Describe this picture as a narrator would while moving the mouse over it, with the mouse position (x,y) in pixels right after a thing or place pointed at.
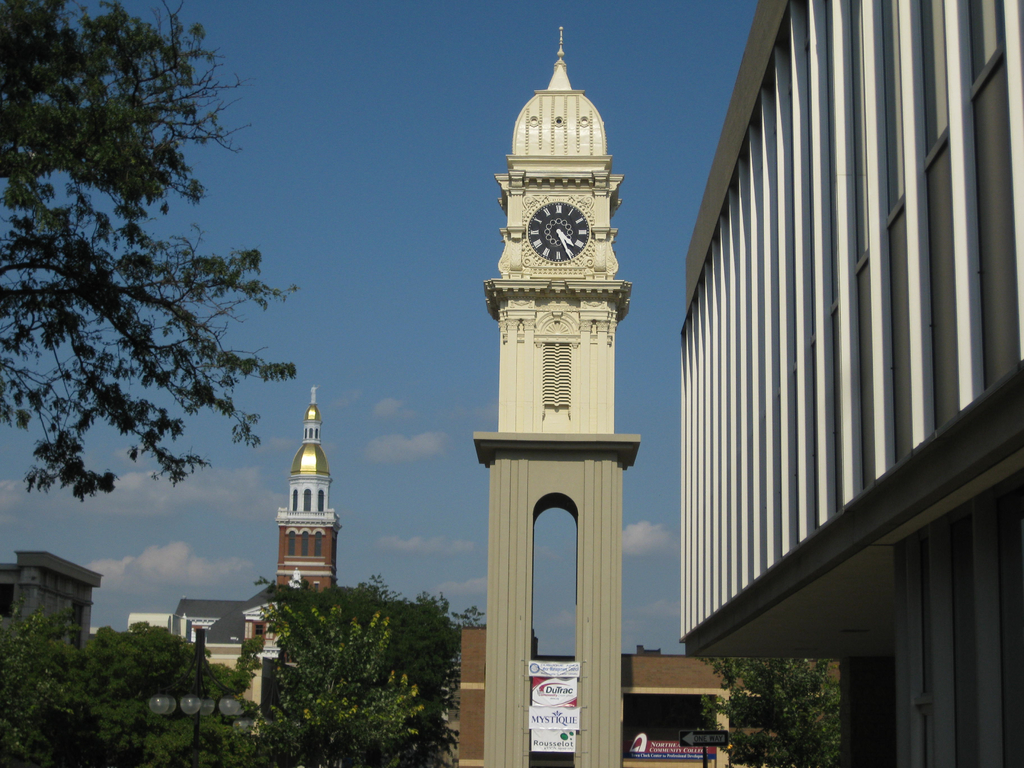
In the center of the image (585,415) we can see a tower (586,418) with a clock (578,245) on it and some banners (567,690) with some text (540,718). To the right side of the image (992,472) we can see a building (902,717). In the background (227,738), we can see a group of trees (242,739) a tower (314,503) and the sky (368,305).
